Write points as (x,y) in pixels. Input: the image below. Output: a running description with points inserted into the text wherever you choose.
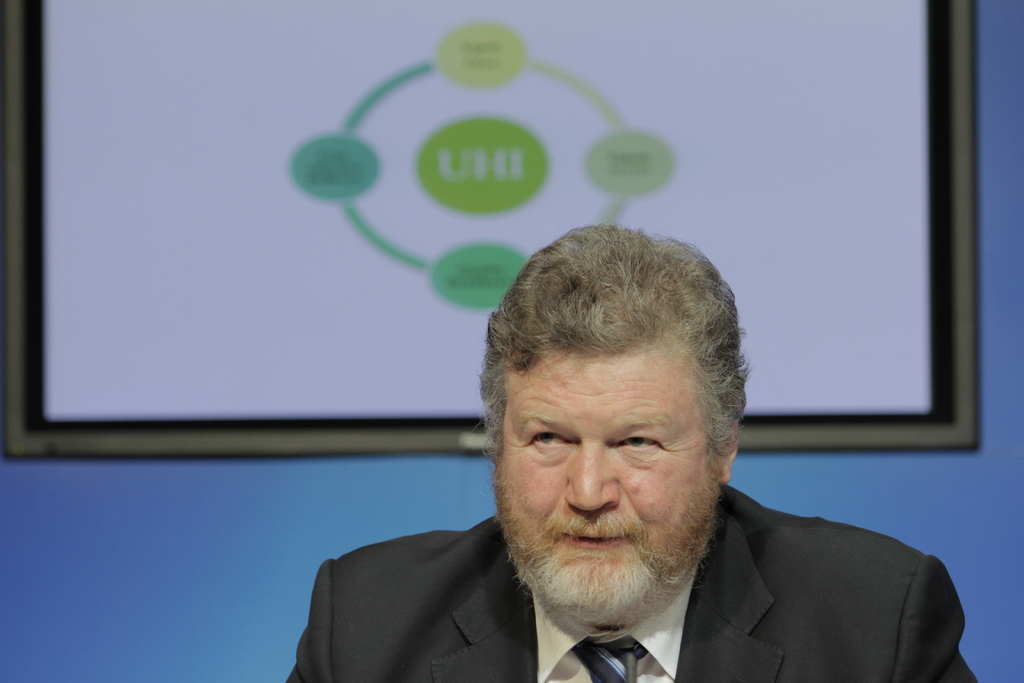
Here I can see a man (728,601) wearing a suit (767,621). It seems like he is speaking. In the background (870,322) there is a frame (898,178). The background (970,502) is in blue color.
